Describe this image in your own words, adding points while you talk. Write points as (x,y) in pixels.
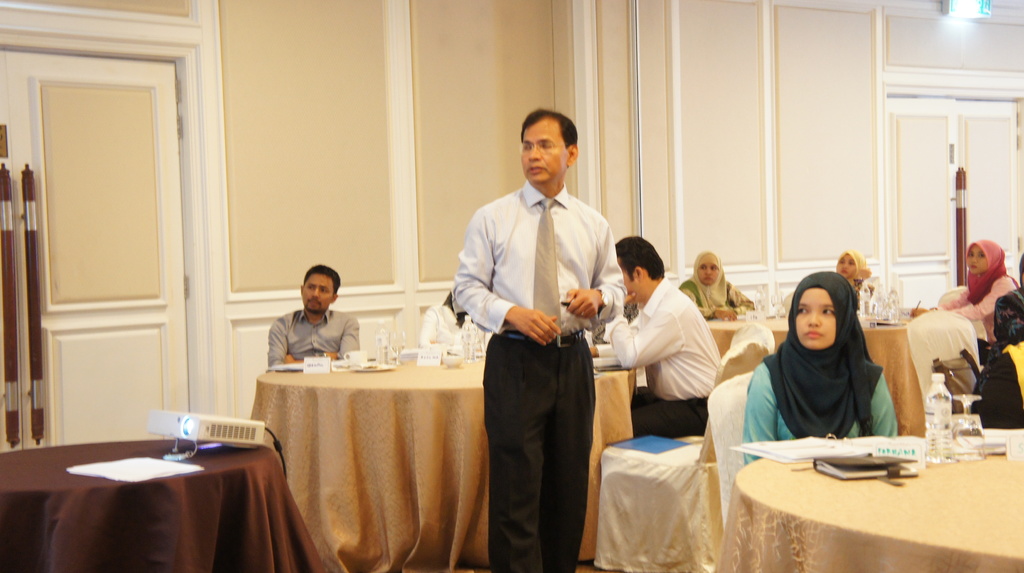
There are group of persons (651,317) sitting on the chairs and at the middle of the image (467,297) person (498,372) wearing white color shirt (596,272) standing and at the left side of the image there is a projector (200,425) at the background (55,198) there is a door (169,175).
